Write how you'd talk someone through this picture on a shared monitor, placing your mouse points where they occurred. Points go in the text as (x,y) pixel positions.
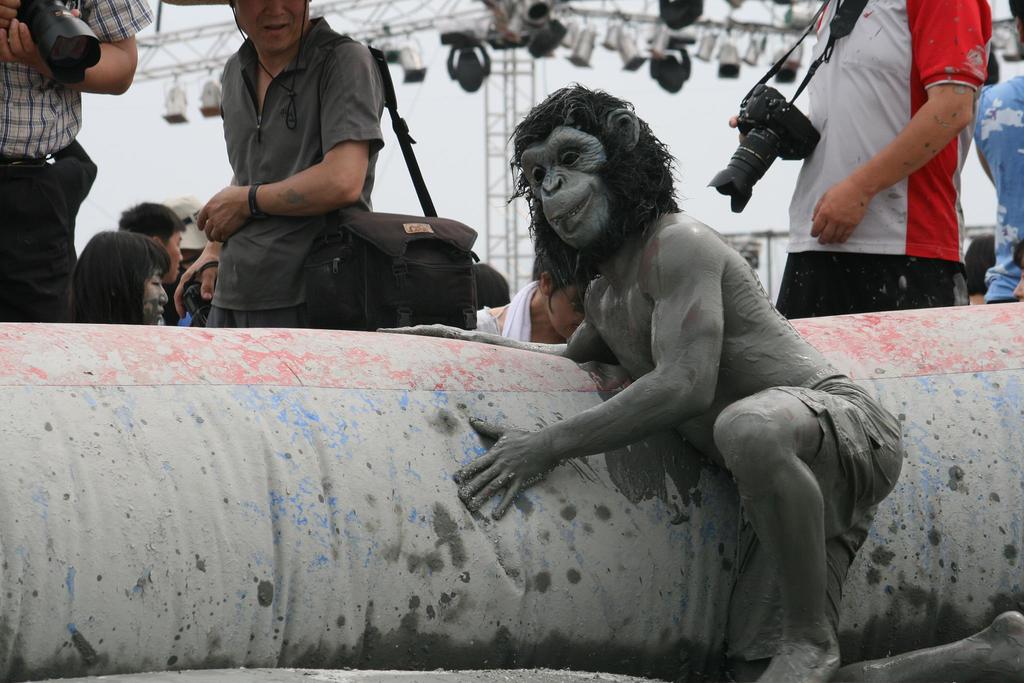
Here in this picture we can see a person (666,315) present over a place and we can see he is wearing a face mask (630,142) on him and beside him we can see an balloon type structure (54,645) present and beside that also we can see other number of people (292,224) standing and sitting over there, the person (809,232) on the right side (878,138) is carrying a camera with him and the person (337,74) on the left side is carrying a bag (391,262) and we can also see iron frames (485,163) with number of lights (528,41) on it present.
